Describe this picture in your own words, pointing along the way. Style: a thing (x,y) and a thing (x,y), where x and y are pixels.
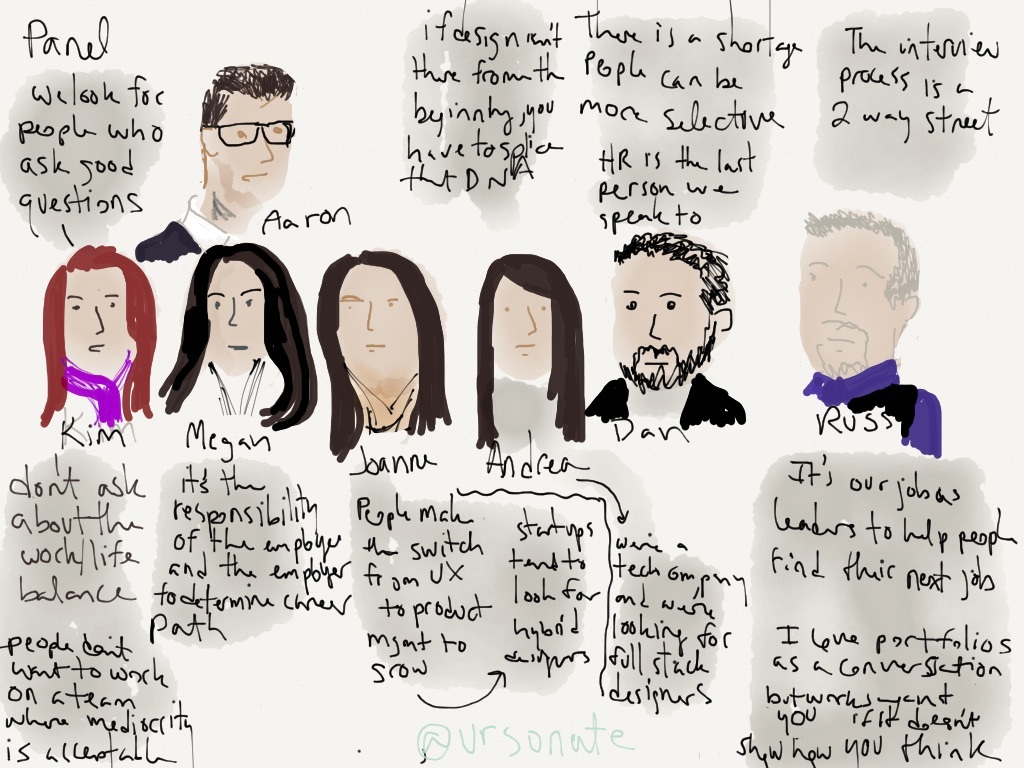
In this image we can see the sketch (377,385) of a few people (374,340) and some text (228,598) on the paper (212,658).
